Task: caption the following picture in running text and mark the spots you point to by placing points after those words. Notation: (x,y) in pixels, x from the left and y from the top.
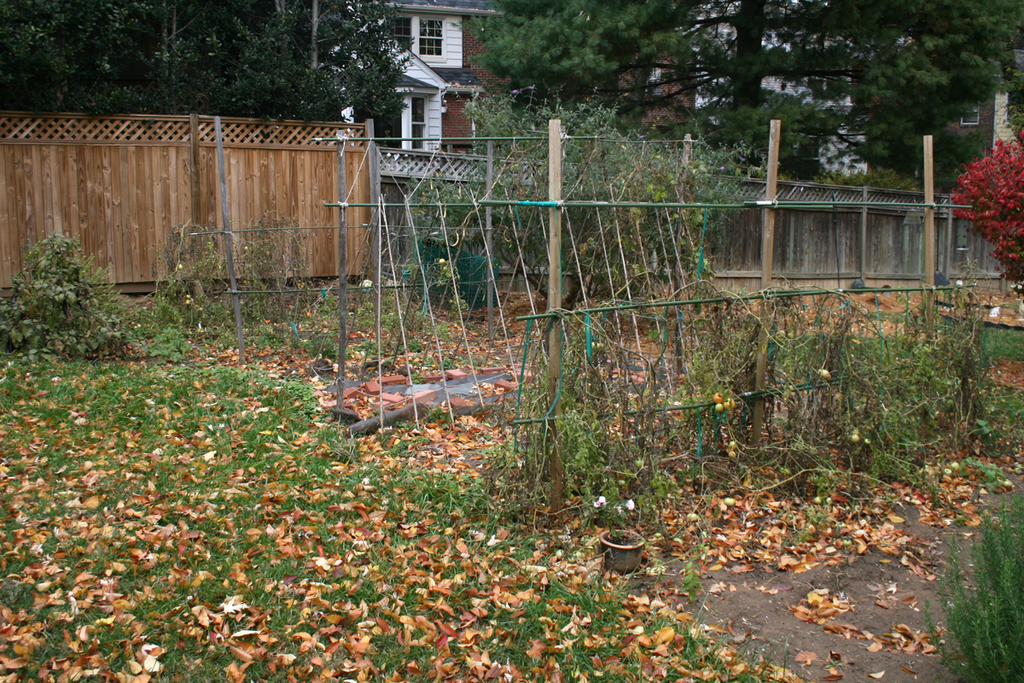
In the picture we can see the surface (667,582) with grass (212,564) and dried leaves (412,333) on it and beside it, we can see a part of the railing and behind it, we can see the wall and behind it, we can see the trees (934,79) and in the middle of it we can see a part of the house (859,169).
